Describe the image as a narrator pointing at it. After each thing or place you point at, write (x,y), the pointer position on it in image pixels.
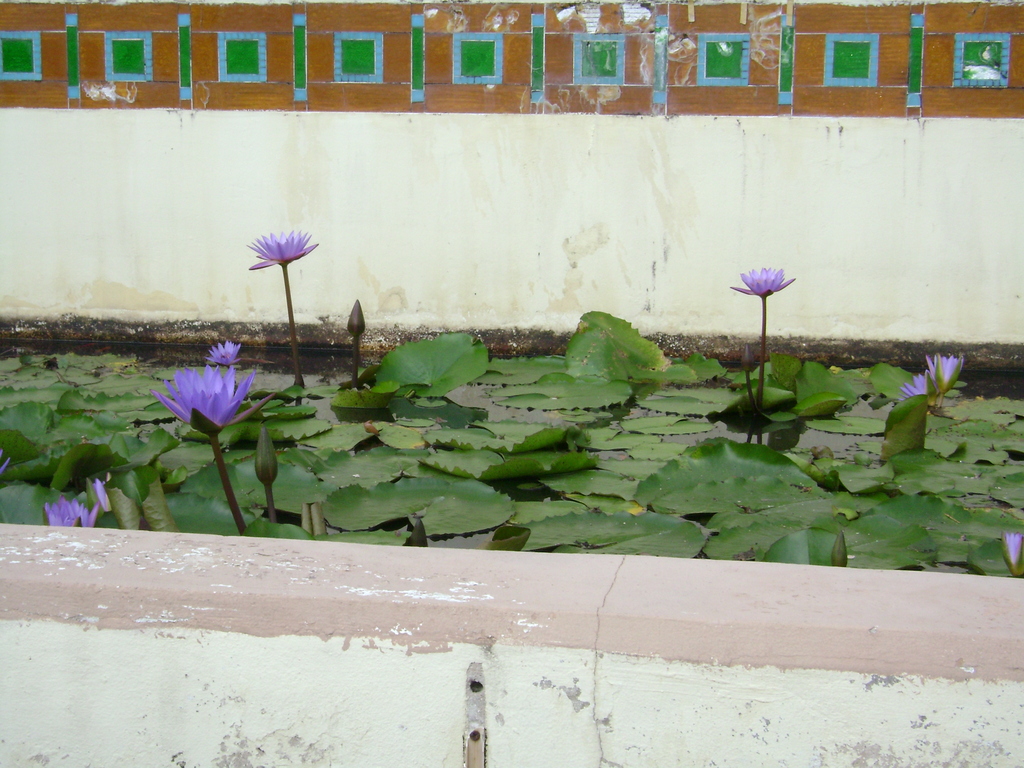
In this image I can see the flowers (214,394) in the water (166,365). I can see these flowers (202,378) are in purple color. In the background (699,130) I can see the wall (541,120).
